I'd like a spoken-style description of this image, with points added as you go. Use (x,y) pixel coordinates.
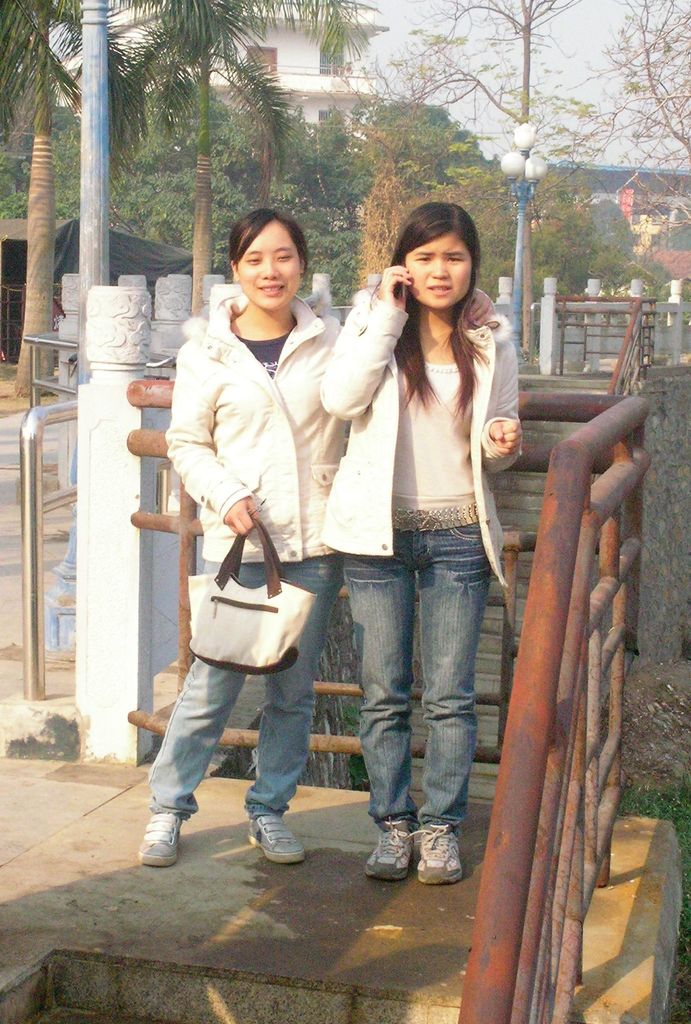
The image is outside of the city and it is very sunny. in the image there are woman (343,438) standing, one woman (278,426) is holding a handbag (236,605) and other woman (385,409) is holding a phone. In background (536,235) there are street lights (527,156), trees (164,181), buildings (617,184) and sky (597,17) is on top (591,25).
